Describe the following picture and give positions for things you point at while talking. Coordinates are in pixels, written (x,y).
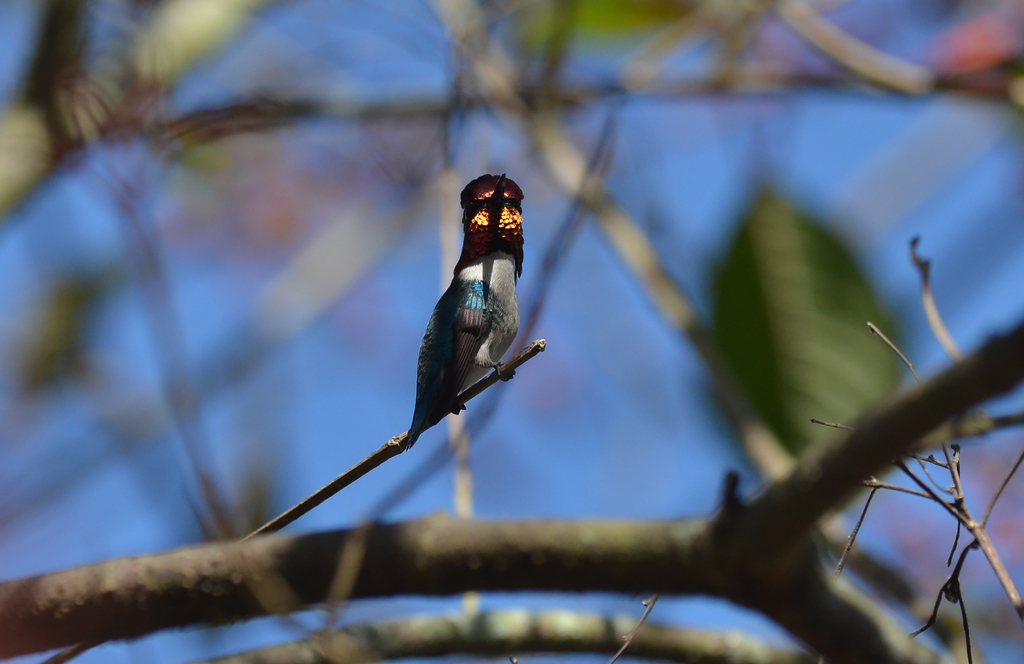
In this picture we can see a bird (455,406) on a twig (386,448). Background (242,164) portion of the picture is blur.
